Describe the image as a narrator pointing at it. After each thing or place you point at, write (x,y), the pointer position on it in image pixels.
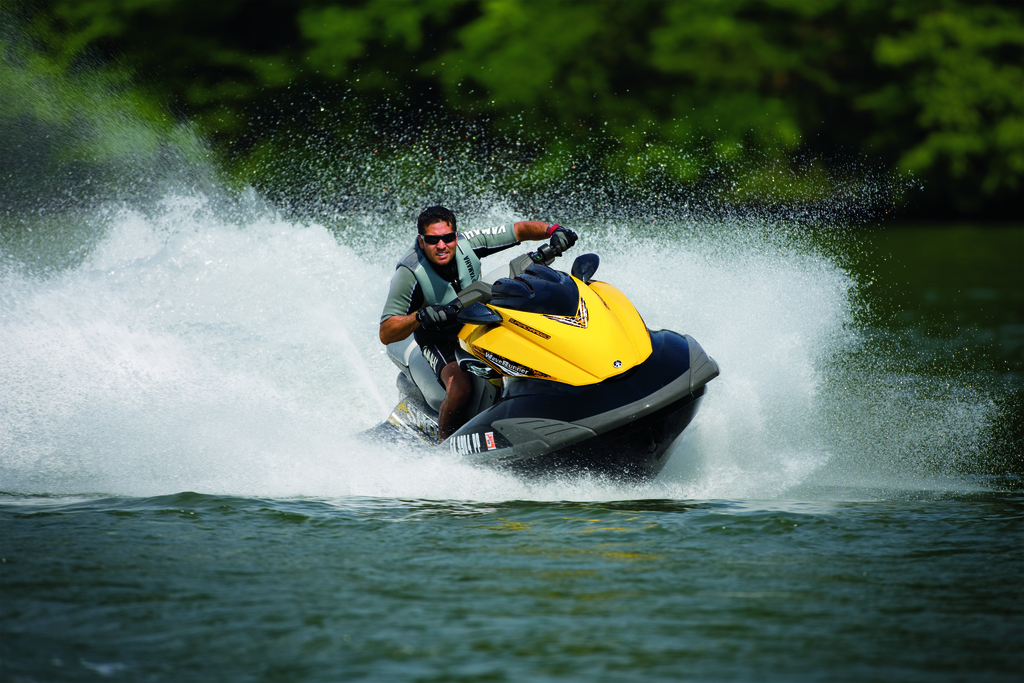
In this image we can see the person (441,333) riding a jet ski (549,399) on the water (654,495). And we can see the dark background (722,33).
